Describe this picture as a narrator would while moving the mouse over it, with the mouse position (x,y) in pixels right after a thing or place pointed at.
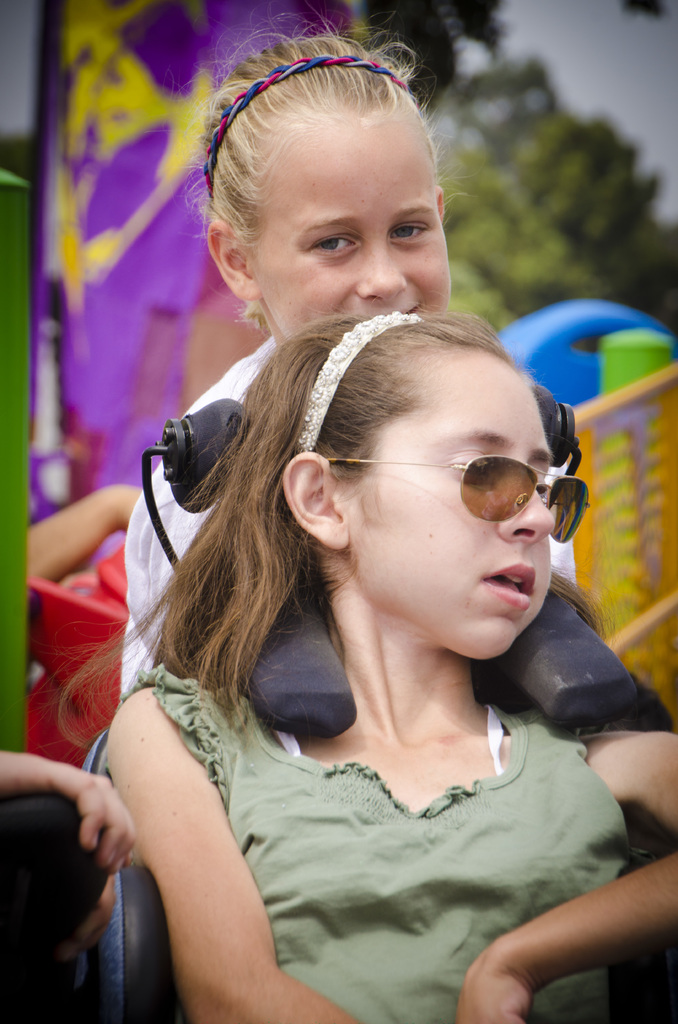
In this picture I can see there are two kids (421,462), one of them is standing and the other is sitting in the chair (144,896) and in the backdrop (70,212) I can see there is a plant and there are some objects (97,554).
